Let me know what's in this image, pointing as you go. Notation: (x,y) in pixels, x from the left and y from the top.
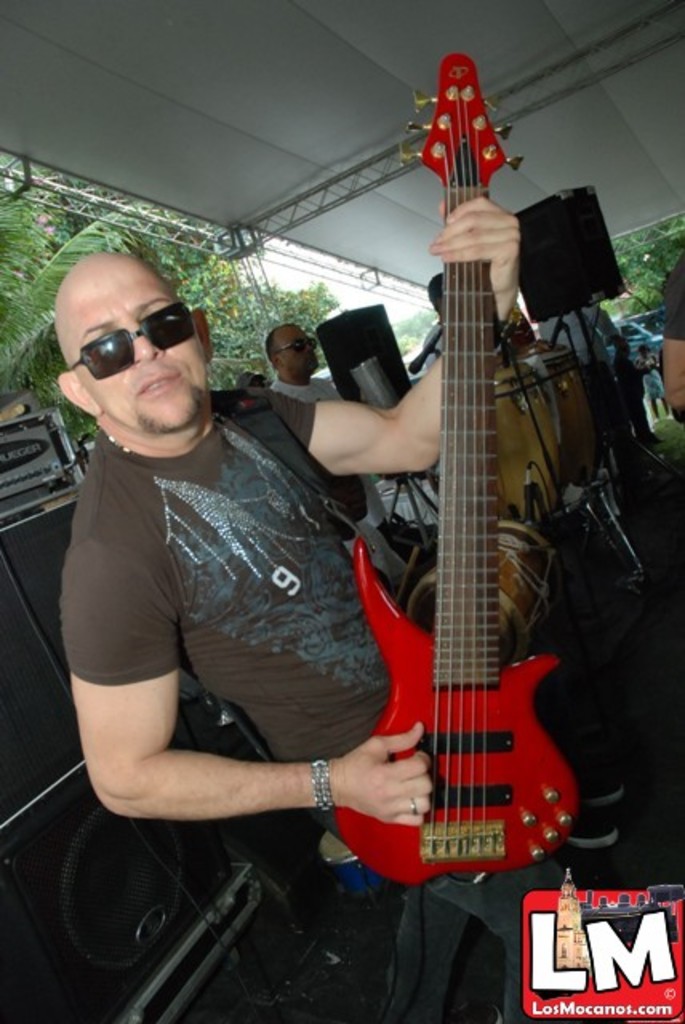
In this picture we can see a man (337,646) is standing and holding a guitar (475,720) in the front (477,717), we can see speakers (597,270), few persons (669,296), microphones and a drum (505,443) in the middle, in the background (648,296) there are some trees (637,296), we can see a logo (598,956) and text (621,941) at the right bottom (621,953).
